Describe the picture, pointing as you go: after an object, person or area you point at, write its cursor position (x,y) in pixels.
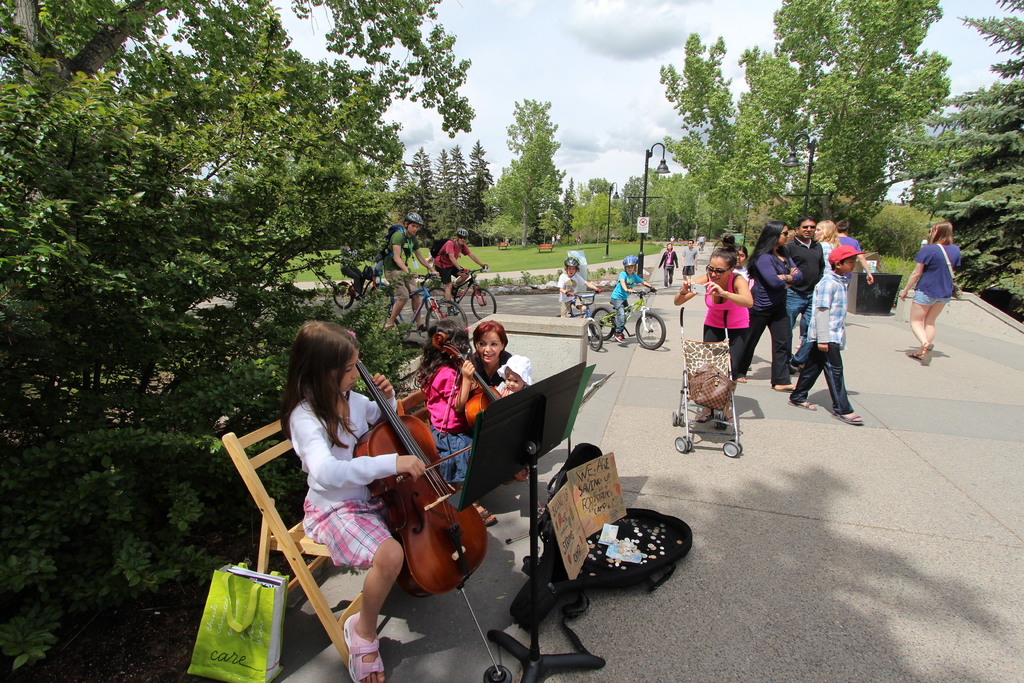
In this image I can see the group of people (435,414) on the road (776,500). Some people (428,349) are playing musical instruments (386,492). There are trees (386,198) and the sky (603,116).
